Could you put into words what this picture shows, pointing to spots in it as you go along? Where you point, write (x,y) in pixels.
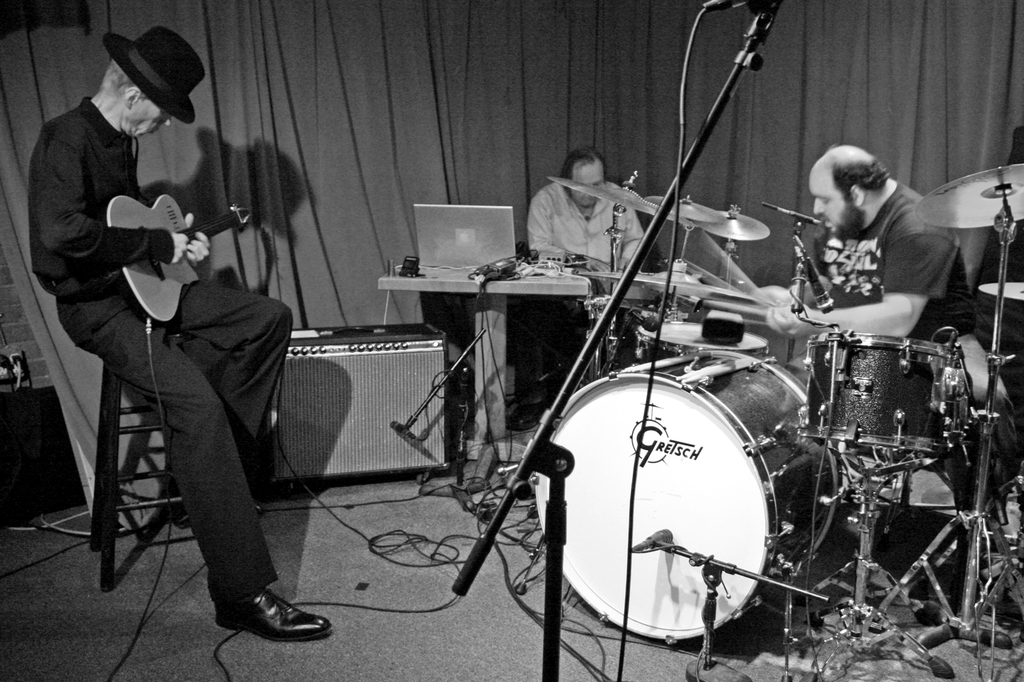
A man (136,252) in black dress (154,260) playing guitar (145,207) wearing hat (141,80) sitting on a chair (116,422). Another person (845,277) is playing drums (758,400). And in the background (515,81) there is a curtain (440,64). On the table (425,281) there is a laptop (438,234). And wires (506,542) are on the floor (499,561).
